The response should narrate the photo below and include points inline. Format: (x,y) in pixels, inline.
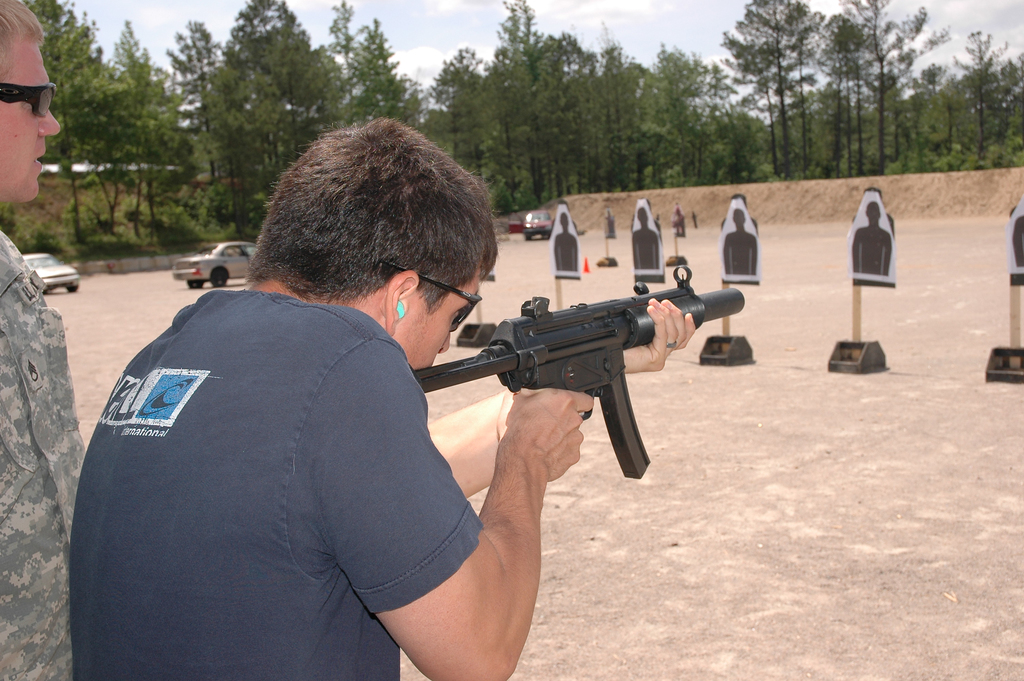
In this picture I can see a couple of men (182,341) standing and I can see a man (658,348) holding a gun (547,363) and I can see targets (578,260) on the ground (807,276) and I can see trees (640,148) and few cars (532,214) and a cloudy sky (436,17).
